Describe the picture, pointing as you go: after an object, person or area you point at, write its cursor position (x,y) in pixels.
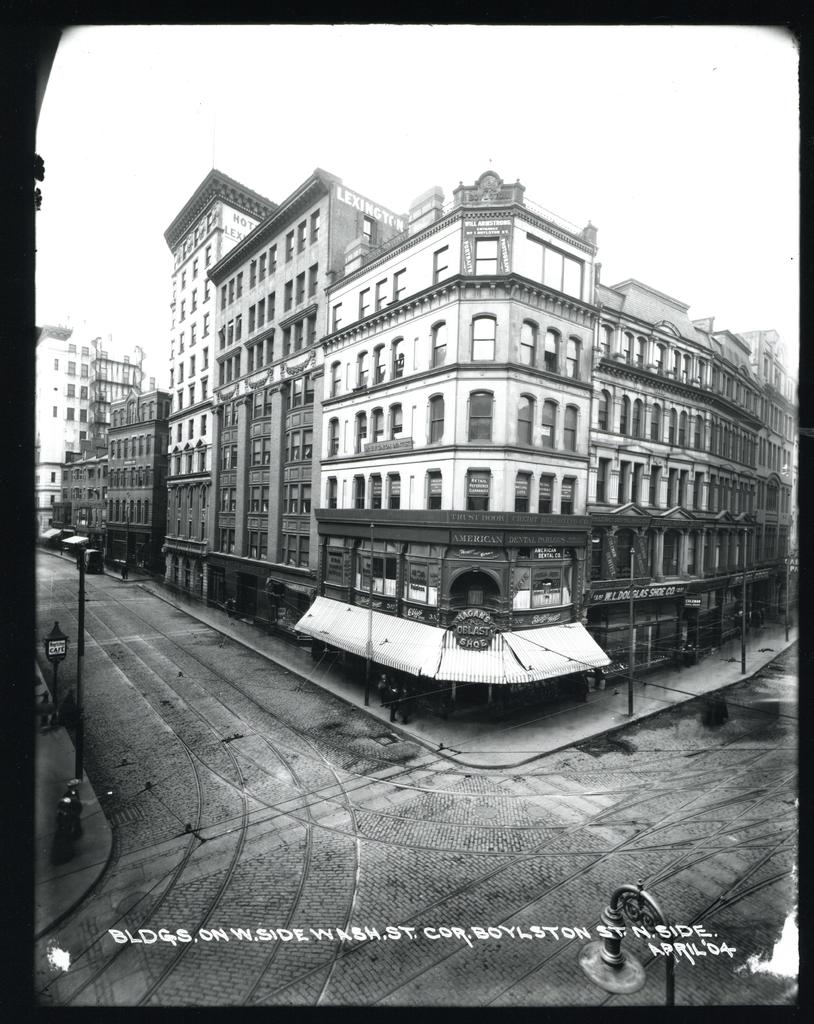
This is a black and white pic. In this image we can see road (108,709), poles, buildings (136,365), windows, glass doors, name boards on the walls (331,399), sky (351,121) and at the bottom (546,934) we can see text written on the image.
